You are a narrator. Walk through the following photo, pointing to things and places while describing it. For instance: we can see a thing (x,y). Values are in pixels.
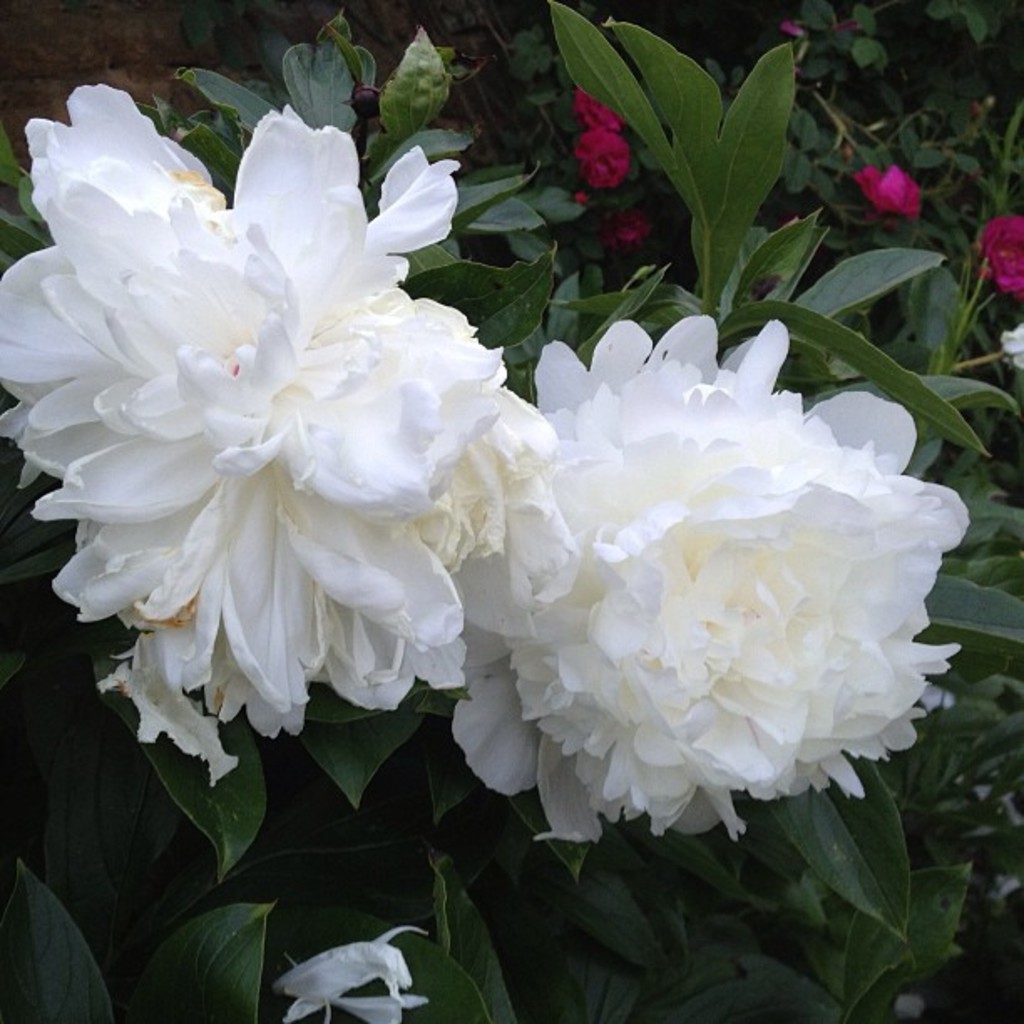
In this image we can see some plants (733,840) with different flowers (894,212).
